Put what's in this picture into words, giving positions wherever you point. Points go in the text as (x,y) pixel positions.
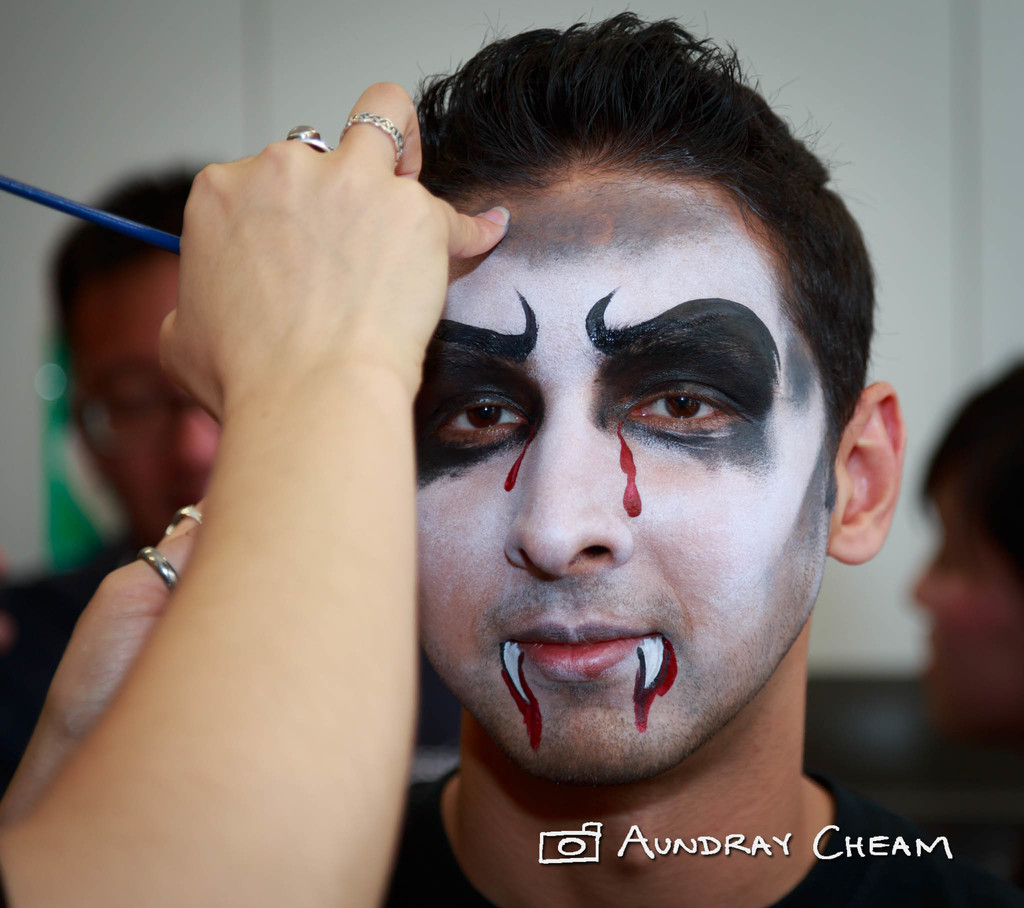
In this image we can see there is a hand (306,264) of the person (165,756) painting on the face (520,331) of the other person (641,694), behind them there are a few people (940,596) and in the background (899,61) there is a wall (948,80). At the bottom of the image (817,840) there is some text (695,848).
